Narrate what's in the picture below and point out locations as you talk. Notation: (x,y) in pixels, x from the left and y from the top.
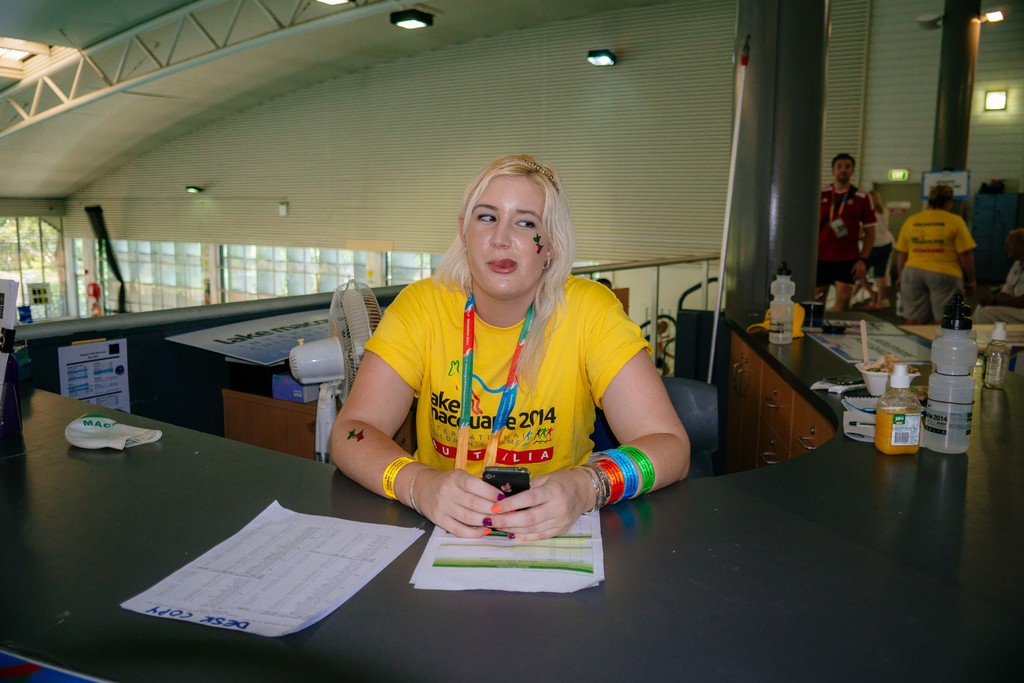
In this image I can see people (543,354) among them this woman (530,483) is holding some object (505,487) in hands (570,491). Here I can see papers (470,573), bottles (929,416) and other objects (888,360) on a table (375,620). In the background (327,354) I can see a fan (336,380), lights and pillars (777,46).
